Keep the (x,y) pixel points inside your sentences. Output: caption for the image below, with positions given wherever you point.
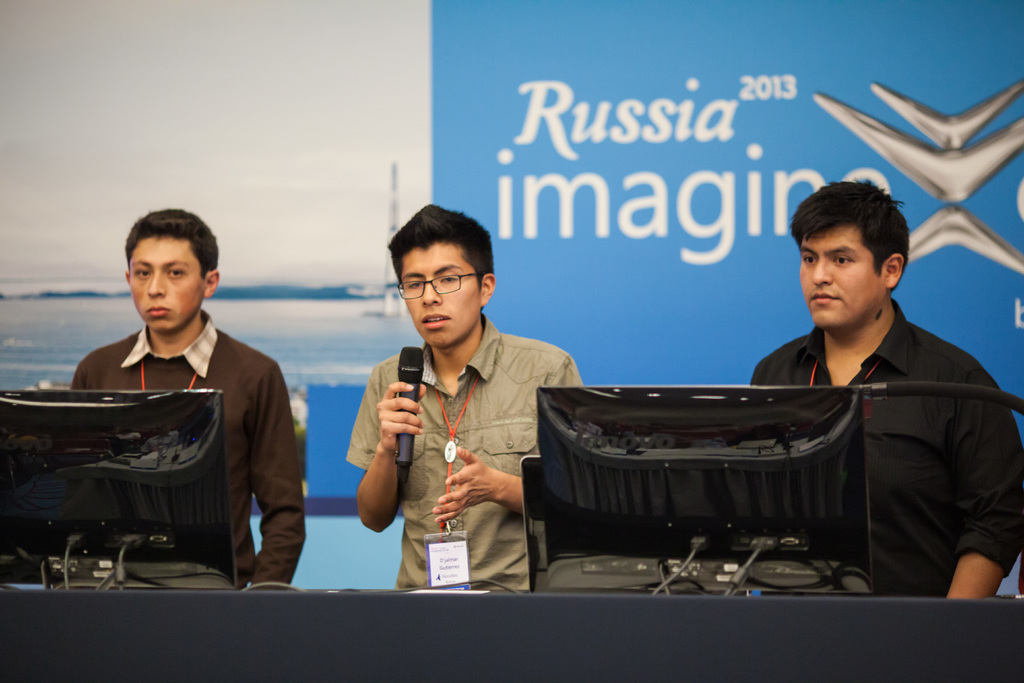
In the picture we can see three boys (935,510) standing near the desk (962,629) on it, we can see two computer systems (27,425) towards them and one boy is talking into the microphone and they are in ID cards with red tags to it and behind them we can see a wall (288,257) with an advertisement board (867,69) and written on it as Russia imagine 2013.
